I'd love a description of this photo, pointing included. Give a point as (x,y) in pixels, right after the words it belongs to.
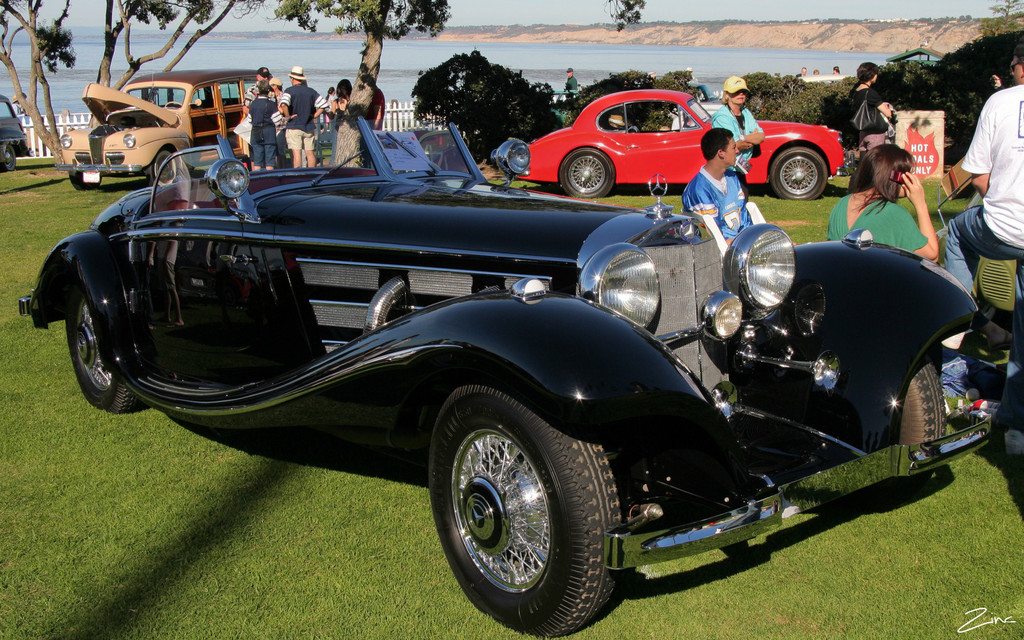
In the image there are different types of cars (542,155) kept in a garden (1023,510) and around the cars (690,123) there are few people (255,86), in the background (436,92) there are trees (323,1), plants (772,110) and a water surface (599,60), around the water surface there is a small mountain (731,39).
